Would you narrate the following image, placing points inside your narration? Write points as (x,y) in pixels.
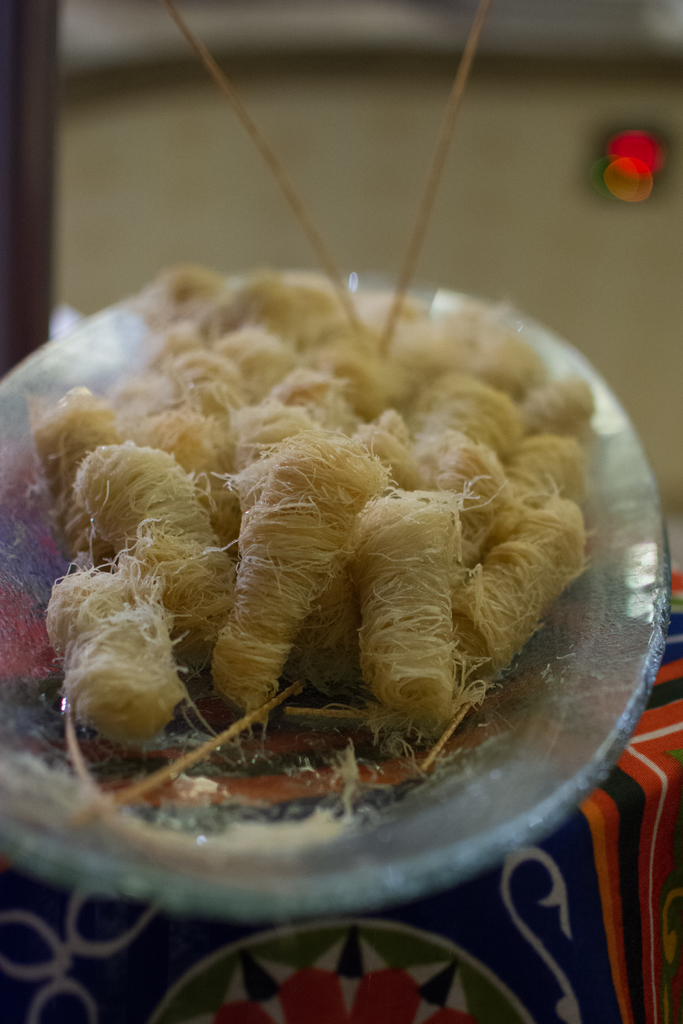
In this image there is a glass plate (510,672) on which there are pastry rolls (276,535). The plate (377,816) is on the table (597,844). On the table (629,812) there is a cloth (619,854). On the right side (627,198) top there is a red colour light (627,162).
